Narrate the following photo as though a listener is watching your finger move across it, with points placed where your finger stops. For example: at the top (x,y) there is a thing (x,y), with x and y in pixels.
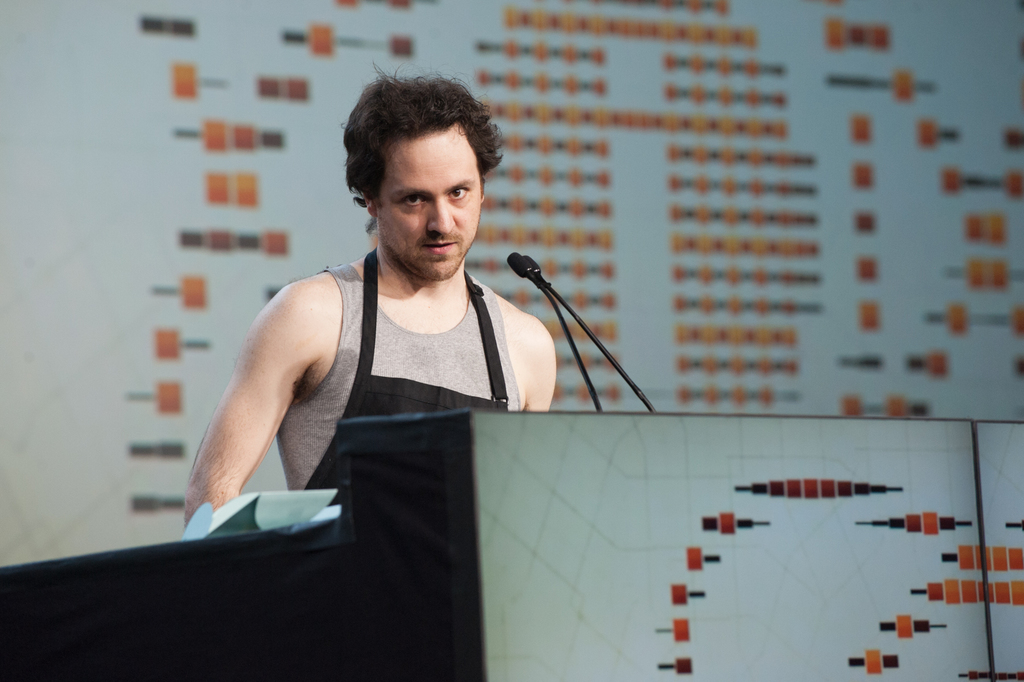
In this image there is a person (368,193) behind the podium (567,446) having a mike (541,281), papers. Background (572,281) there is a wall (1021,376).
